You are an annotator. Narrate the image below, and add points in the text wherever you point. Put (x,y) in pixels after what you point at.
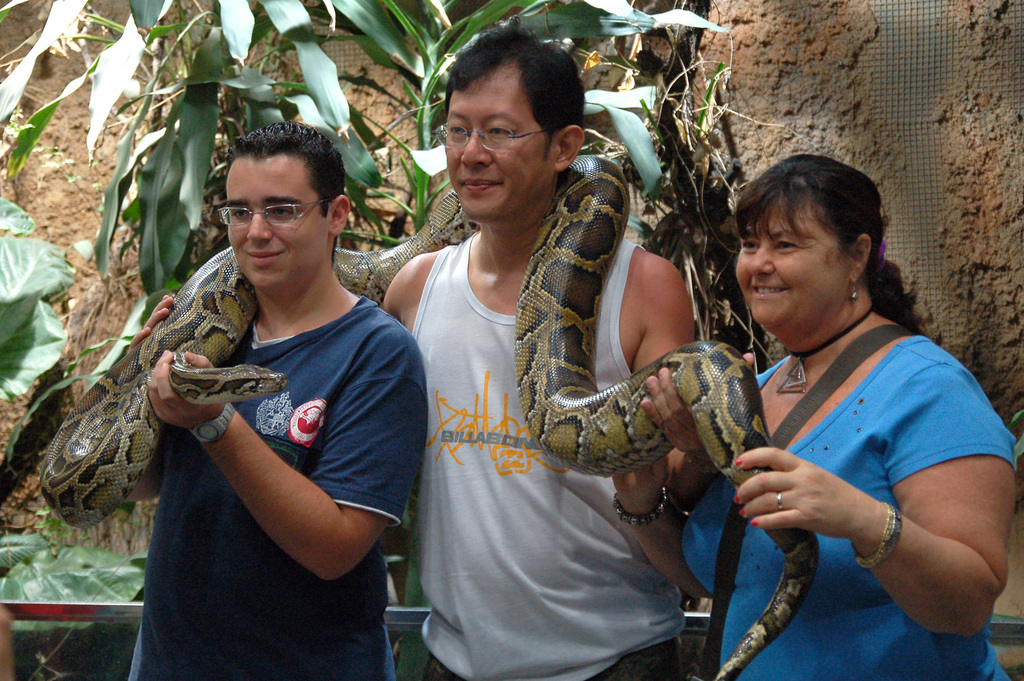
In this image there are 3 persons (473,266) standing and smiling, 2 persons (315,192) standing and holding the snake (612,222) on their neck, another woman (901,665) standing and smiling, at the back ground (703,138) there are plants (691,44), wall (871,70), leaves (184,29).
